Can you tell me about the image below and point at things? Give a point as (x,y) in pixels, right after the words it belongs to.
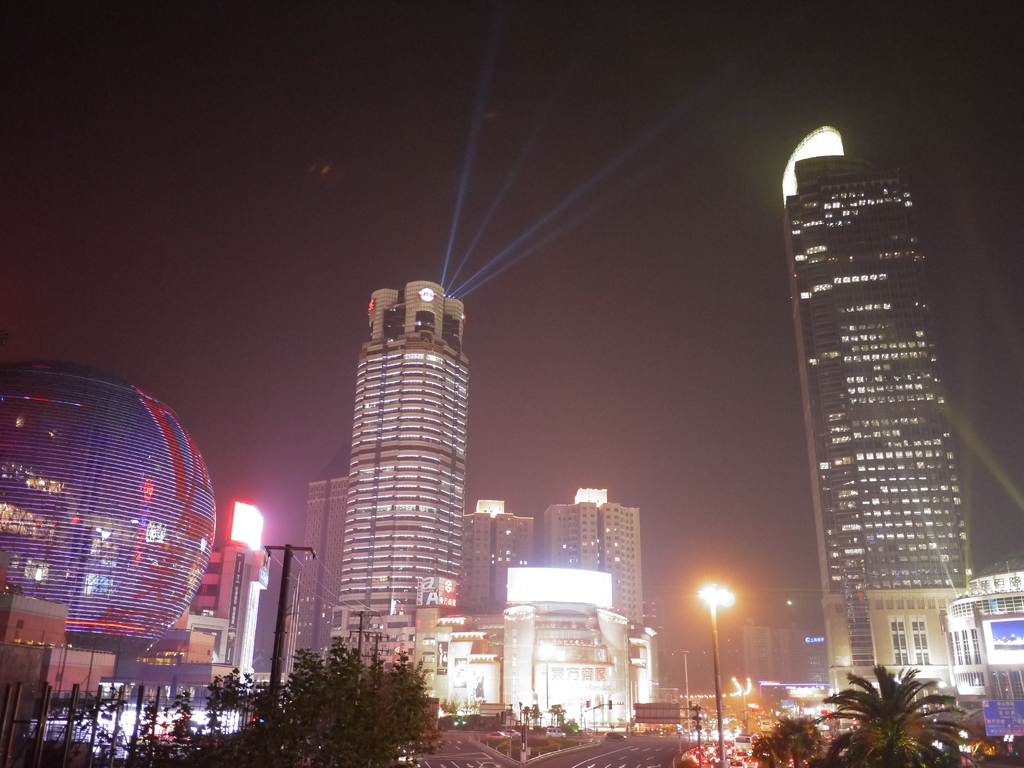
In this image we can see few buildings (406,536), poles (718,695) wires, lights (466,710), road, trees (365,720), also we can see the sky (671,161).
